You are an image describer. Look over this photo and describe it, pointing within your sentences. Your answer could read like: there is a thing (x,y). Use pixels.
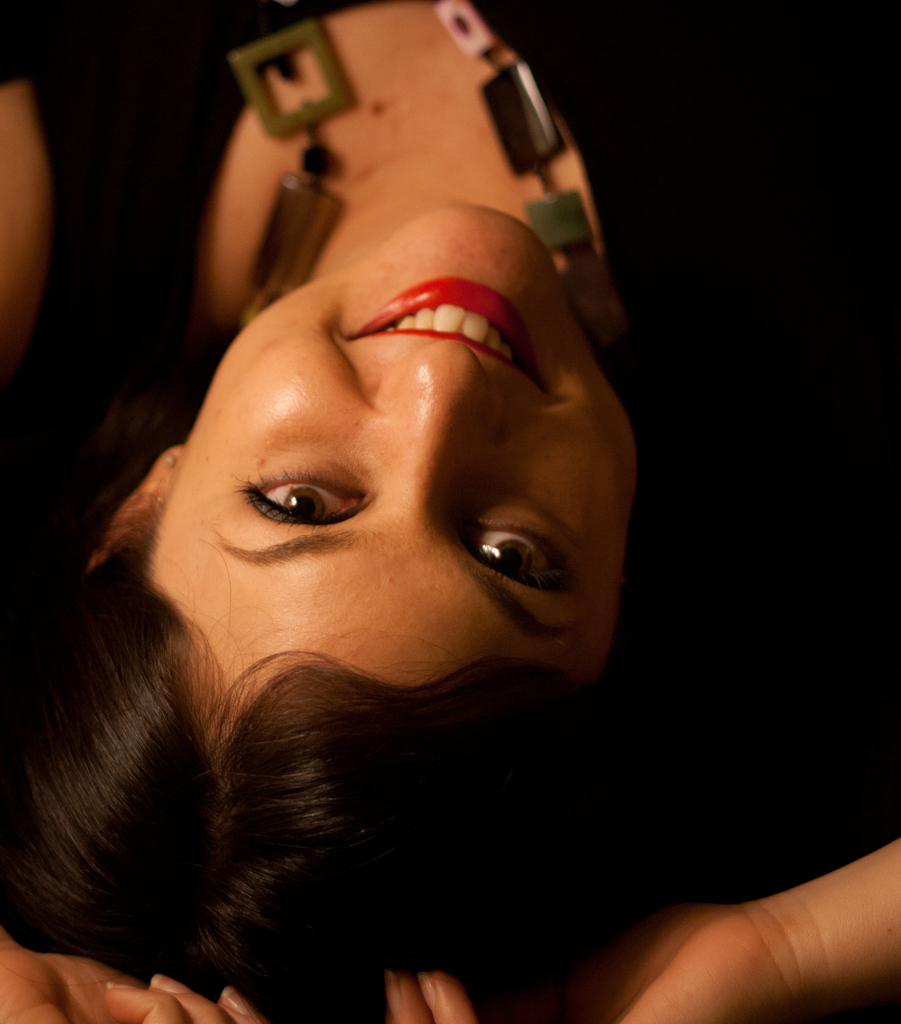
In the image there is a woman (431,771), she is smiling and she is wearing a necklace (299,218) and the background of the woman (494,646) is dark.
